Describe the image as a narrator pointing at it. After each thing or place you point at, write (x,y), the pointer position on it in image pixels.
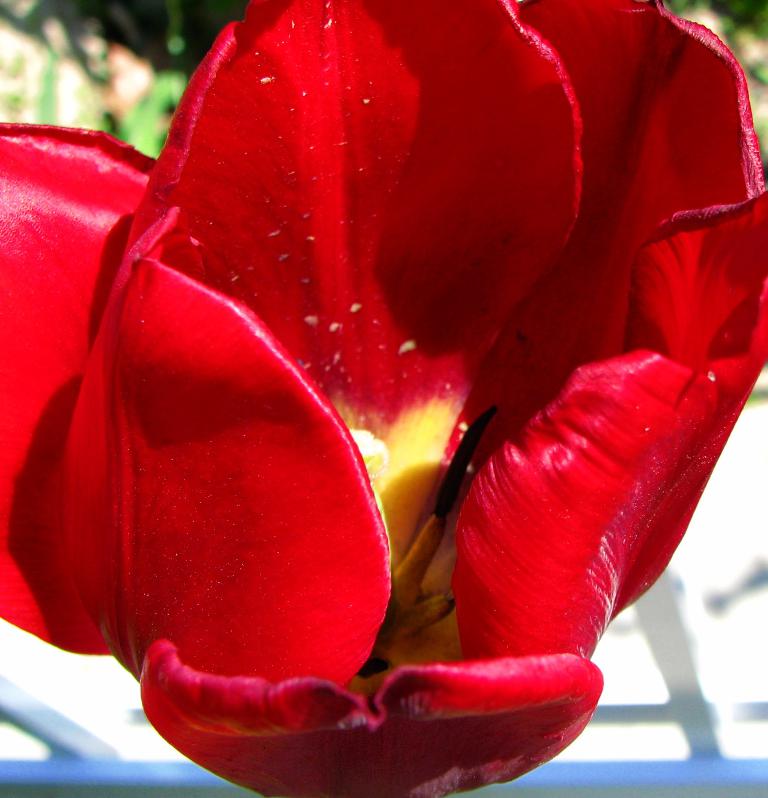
In the center of the image (468,413), we can see a red color flower (444,465).
